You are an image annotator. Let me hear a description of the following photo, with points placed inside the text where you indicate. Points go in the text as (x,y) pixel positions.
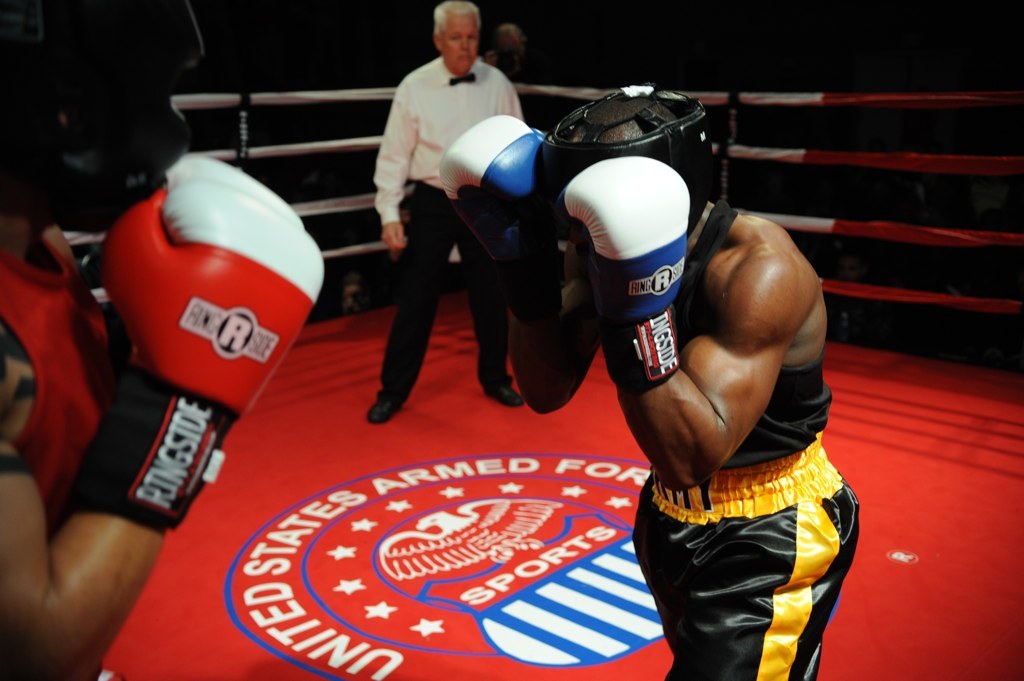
Two people (193,465) are boxing in the boxing field (341,362) and behind them a man (428,139) standing and watching their play.
